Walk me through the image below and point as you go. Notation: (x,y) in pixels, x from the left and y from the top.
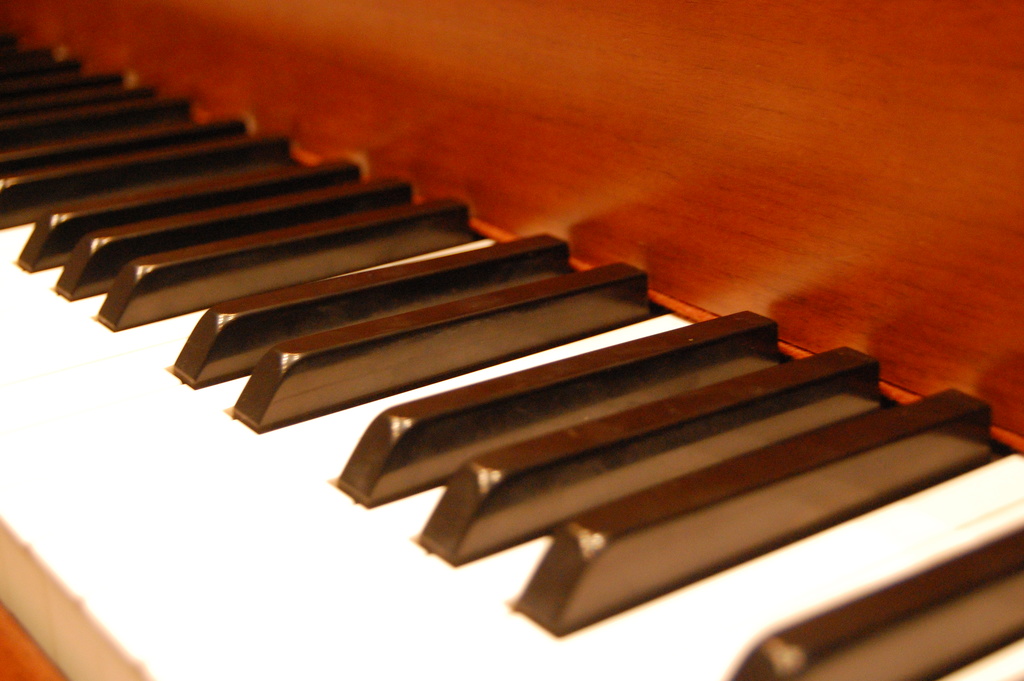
We can see piano keyboard (347,494).
